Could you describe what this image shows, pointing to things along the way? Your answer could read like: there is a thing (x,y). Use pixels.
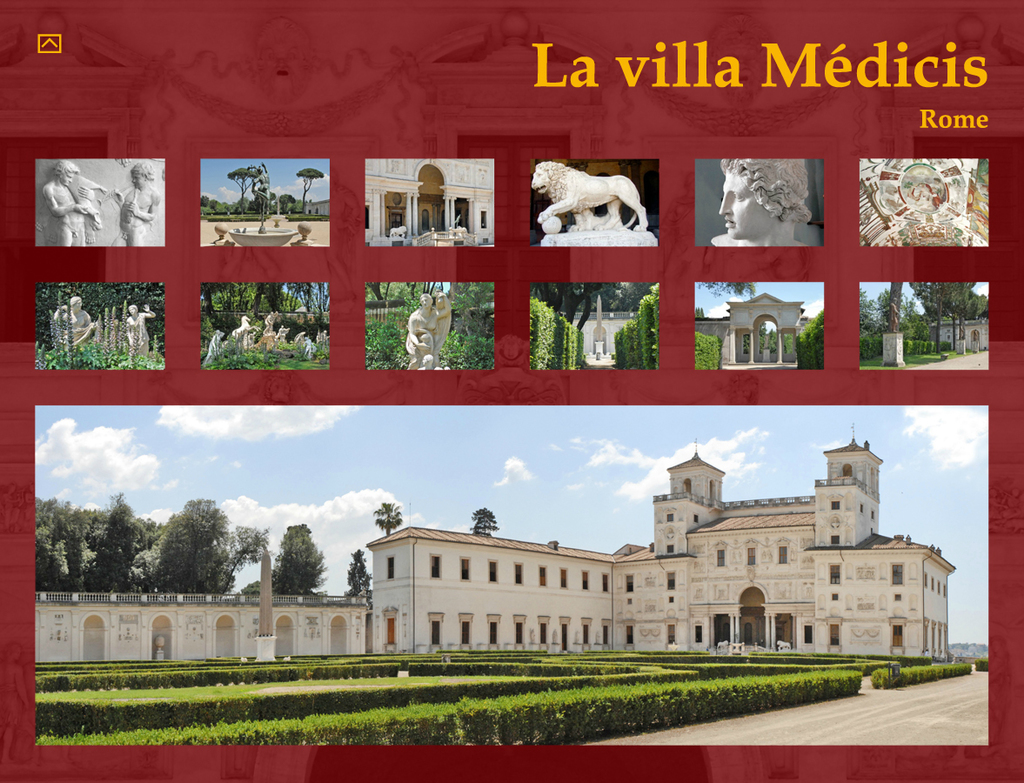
This is a poster and in this poster we can see the ground (840,714), plants (451,697), trees (94,543), building (465,613), sculptures (260,349), sky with clouds (346,562) and some text (899,80).
